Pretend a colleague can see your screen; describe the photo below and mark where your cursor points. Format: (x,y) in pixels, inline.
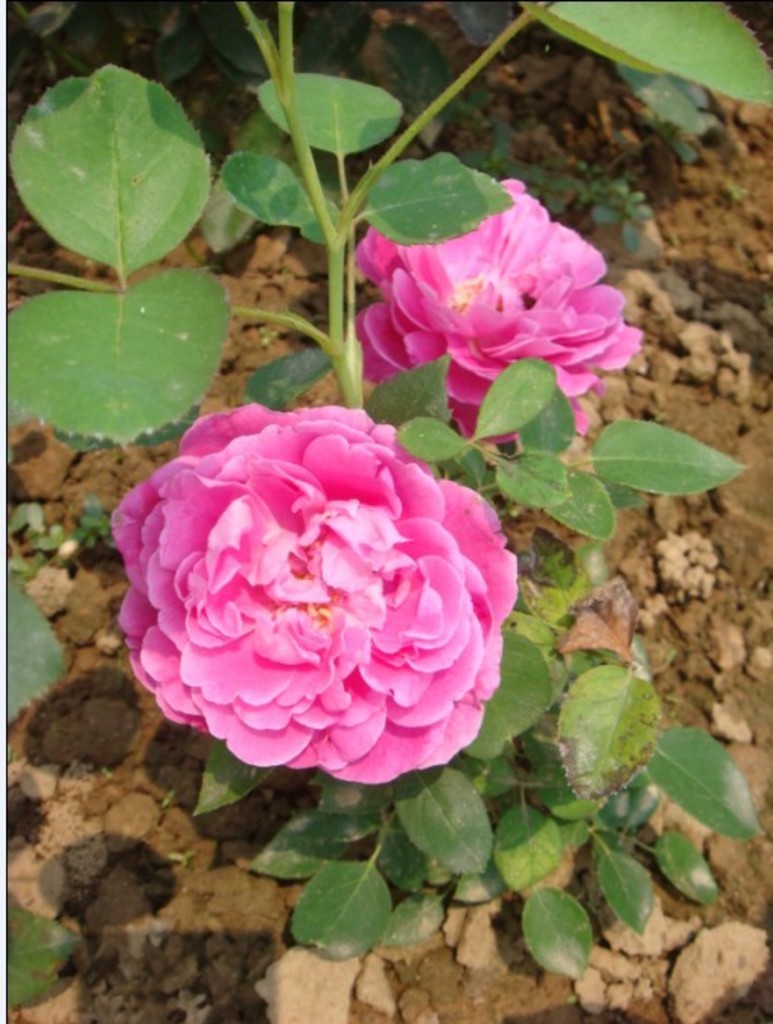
In this image, we can see plants (106,337) and flowers (295,690) and at the bottom (403,976), there is ground (447,971).
